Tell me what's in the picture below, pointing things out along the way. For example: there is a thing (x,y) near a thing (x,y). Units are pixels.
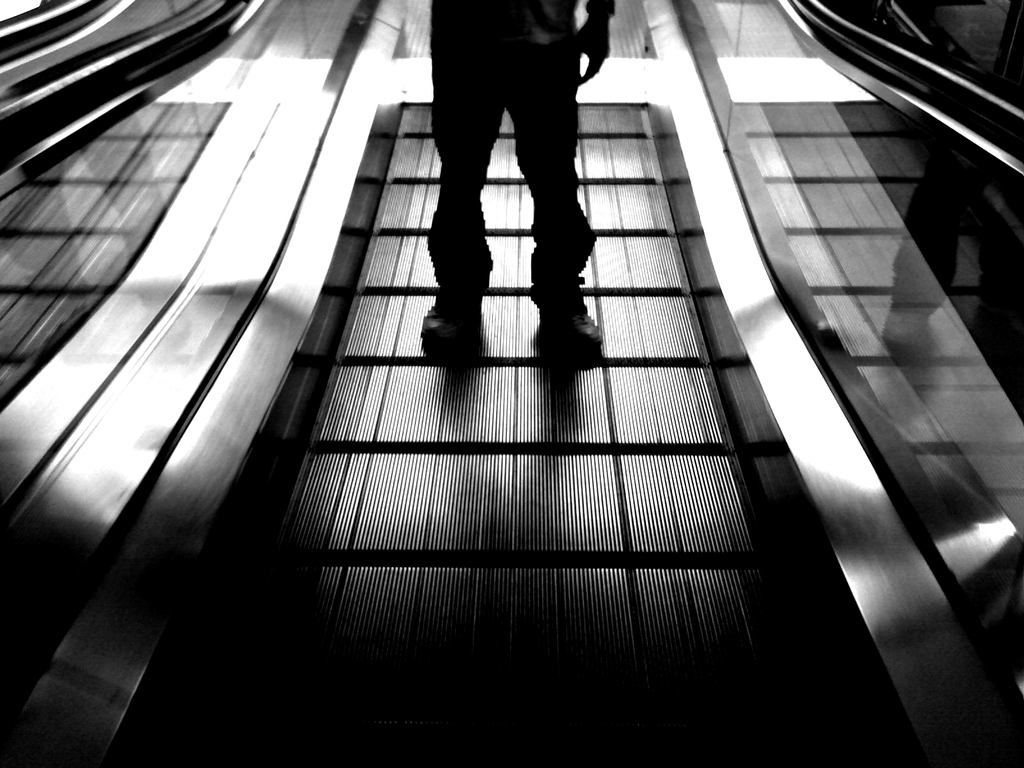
It looks like a black and white picture. We can see a person (464,257) is standing on the escalator (509,234). On the left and right side of the person (492,94) there are transparent glasses (795,173).
